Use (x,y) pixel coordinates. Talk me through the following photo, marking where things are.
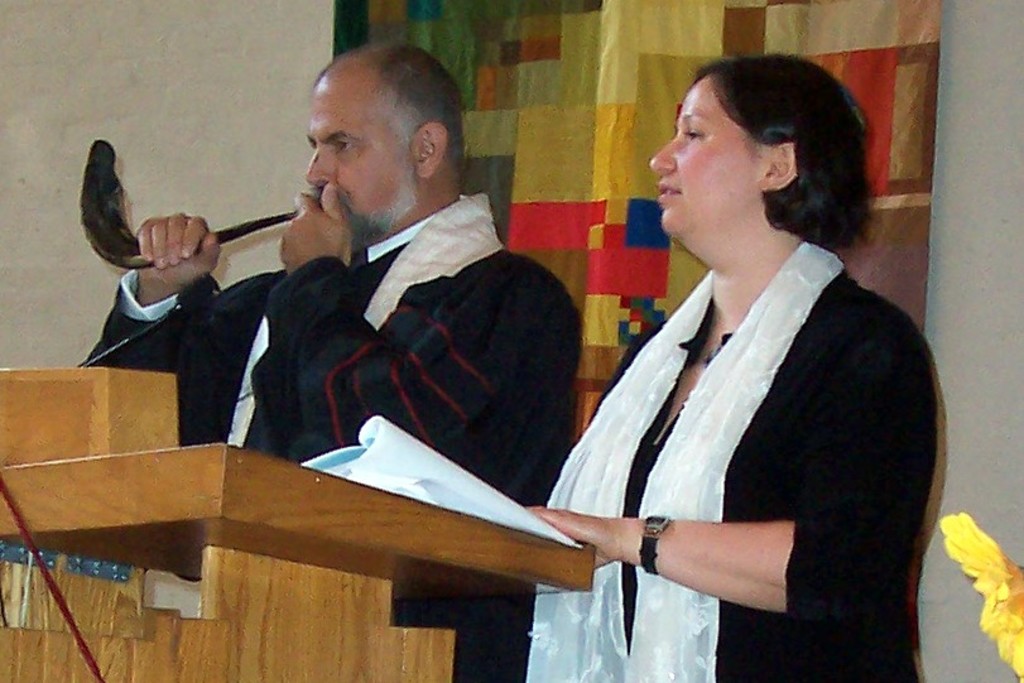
Here is the man (346,416) and woman (730,632) standing. This looks like a wooden podium (316,579). I can see a book (427,473) placed on the podium (312,496). This man (323,312) is playing a musical instrument (229,235). This looks like a colorful cloth (589,96) hanging. At the right side of the image (971,529). I think this is a flower (982,568), which is yellow in color.
